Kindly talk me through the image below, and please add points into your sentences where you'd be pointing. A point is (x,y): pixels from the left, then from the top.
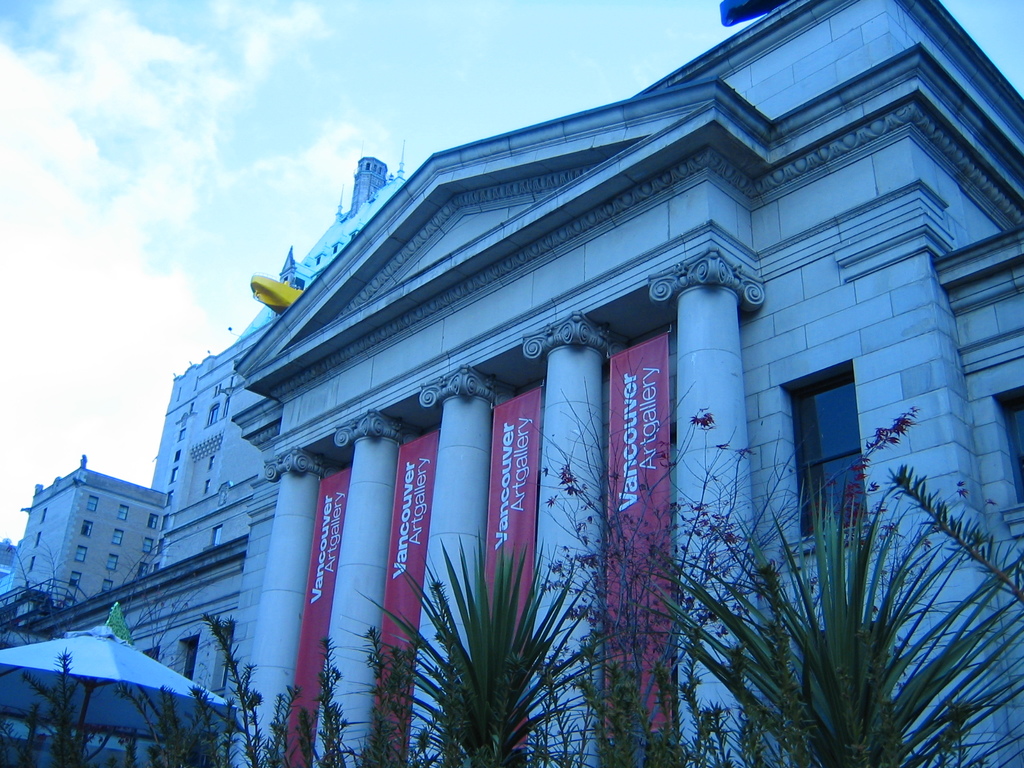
In this image we can see buildings (974,430), pillars (340,688), banners (302,675), plants (565,475), flag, and an umbrella (84,646). In the background (206,222) there is sky (402,70) with clouds (37,69).
